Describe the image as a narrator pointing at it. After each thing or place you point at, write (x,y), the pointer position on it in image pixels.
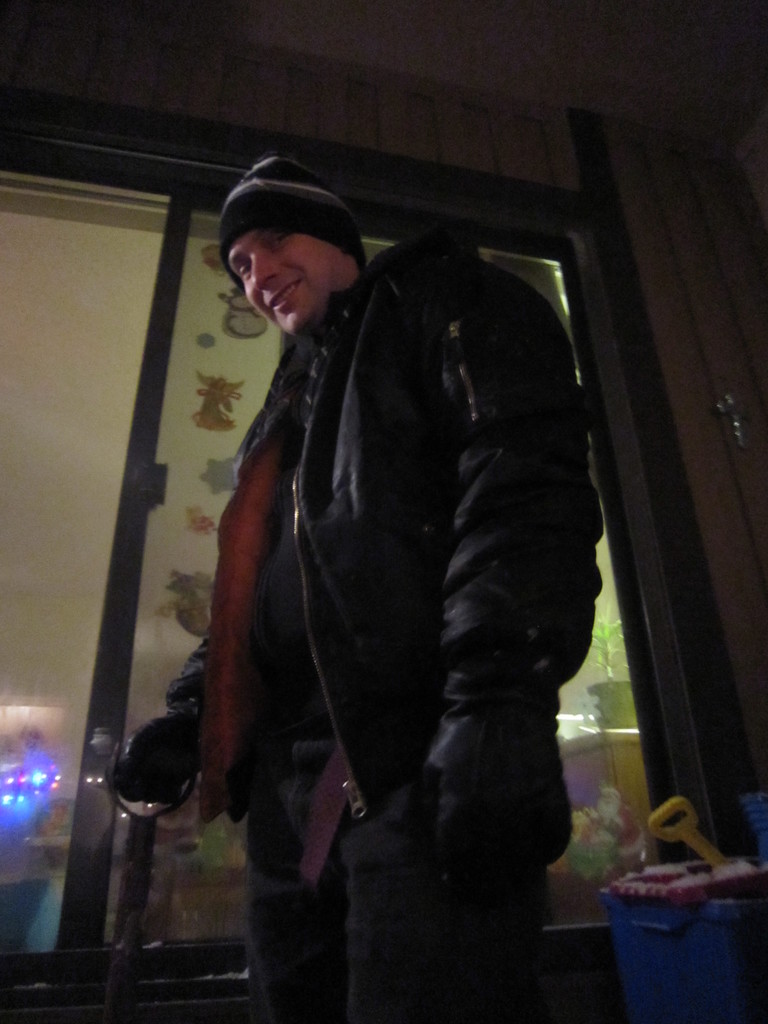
The man (277,523) in the middle of the picture (277,523) wearing a black t-shirt (266,610) and black jacket (213,728) is holding something in his hand (138,754) and he is smiling. Behind him, we see a blue color bucket (671,920) and beside him, there is a glass door (161,551) from which we can see a white wall (50,301) and a flower pot (592,693). This picture is clicked outside the room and in the dark.
